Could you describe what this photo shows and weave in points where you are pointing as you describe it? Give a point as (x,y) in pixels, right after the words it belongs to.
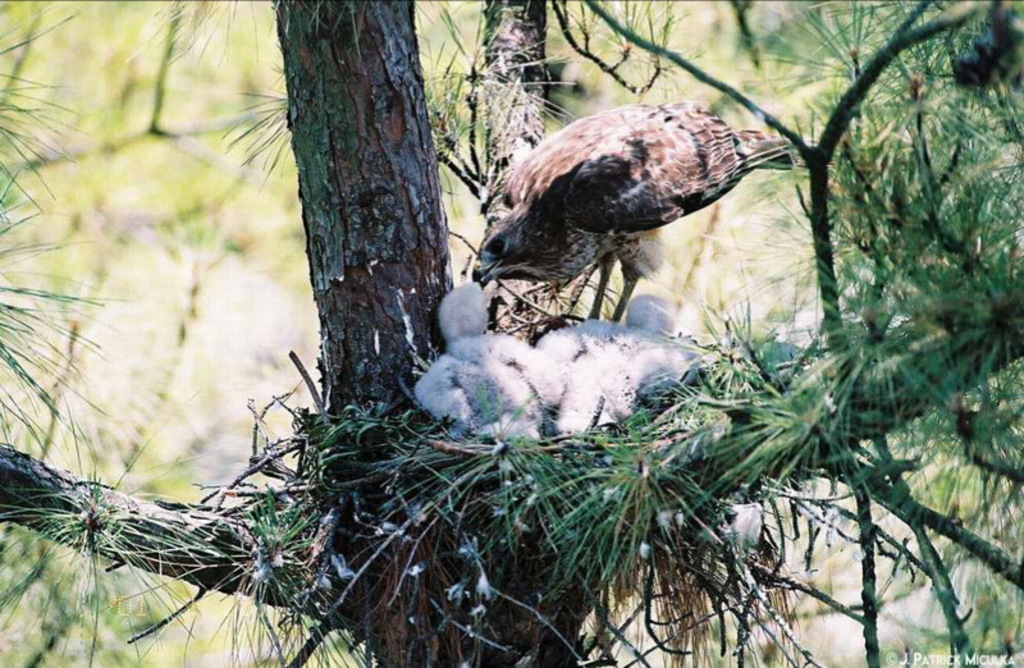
In this image there is a bird (560,237) on a tree (417,333). These are looking like chicks (554,377). In the background (215,139) there are trees (200,139).
